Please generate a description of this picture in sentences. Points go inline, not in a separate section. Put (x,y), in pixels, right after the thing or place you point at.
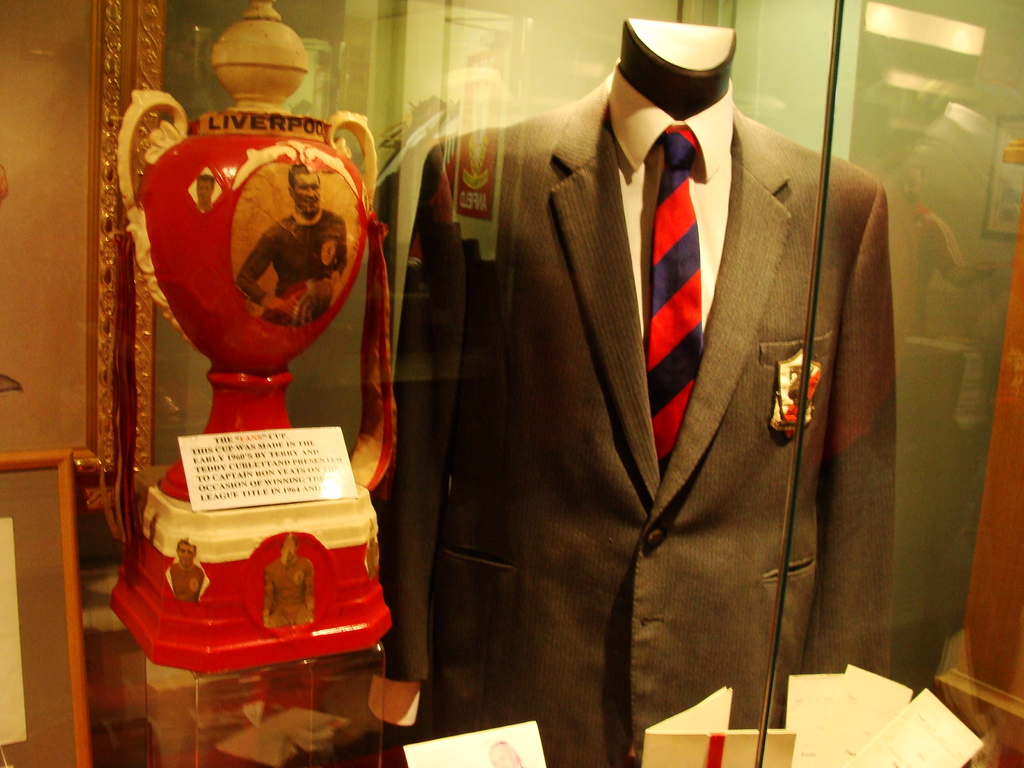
In this image we can see a coat (656,562), tie (654,348), shirt (636,229) and a badge (774,427) on a mannequin (721,440). On the left side (318,524) we can see a trophy (237,594) with some pictures (272,284) of a person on it. On the bottom of the image (884,691) we can see some papers (912,727).
